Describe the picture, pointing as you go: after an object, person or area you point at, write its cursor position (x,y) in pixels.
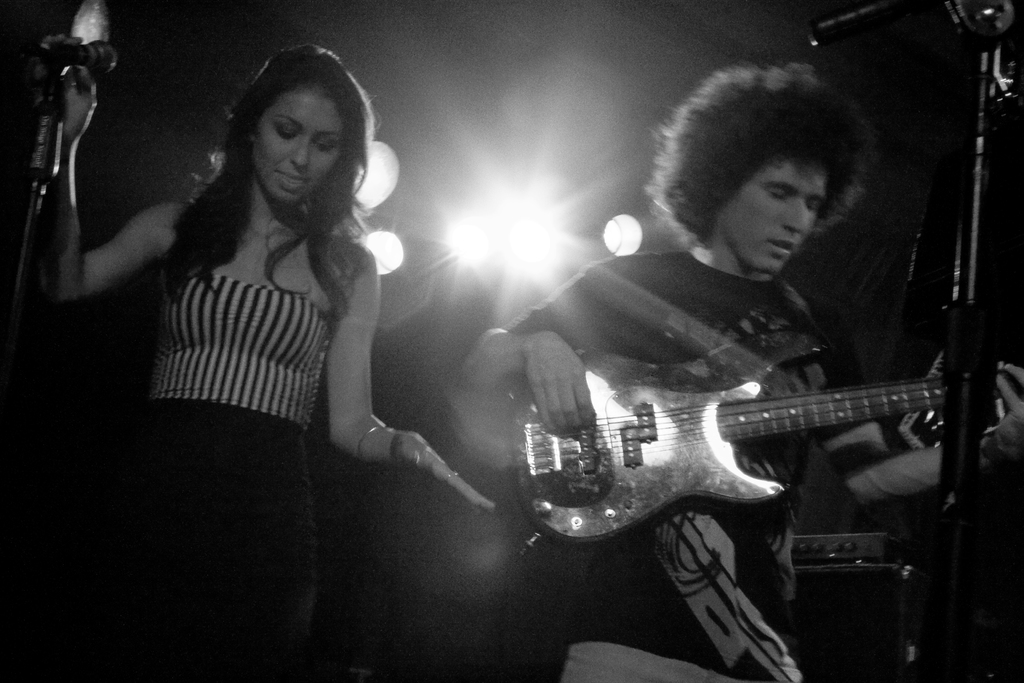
In this picture we can see a woman (374,300) and a man (745,244), a man (697,326) is playing guitar (668,466) in front of microphone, in the background (526,236) we can see couple of lights (506,242).
